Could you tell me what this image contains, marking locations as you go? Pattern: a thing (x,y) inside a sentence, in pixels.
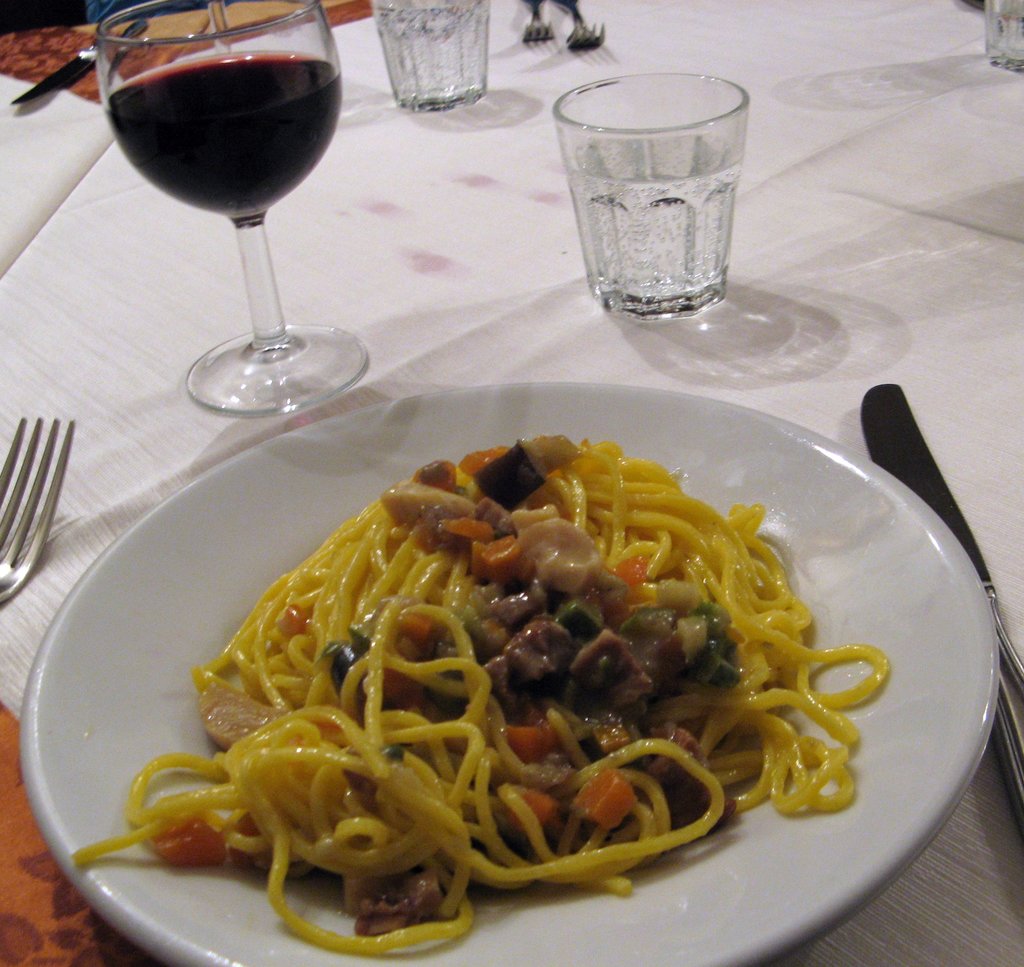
In this image we can see some food (514,679) in a plate (699,434), glasses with some liquid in it, a fork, knives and a cloth (1012,526) which are placed on the table (998,857).
